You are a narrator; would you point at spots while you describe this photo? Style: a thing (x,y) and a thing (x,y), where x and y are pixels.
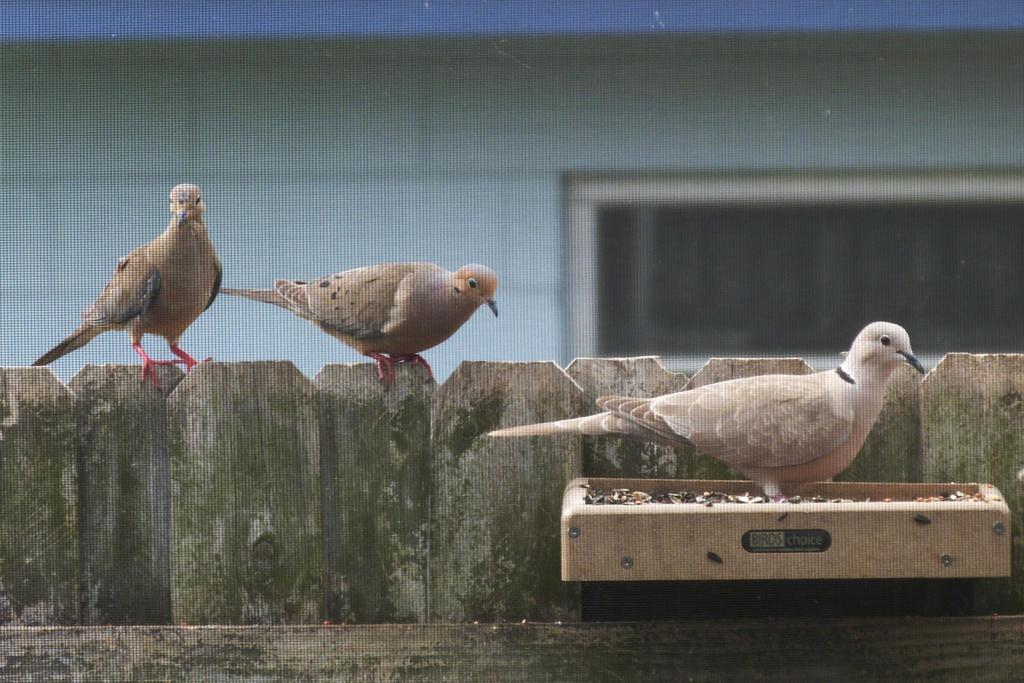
In the image there are three birds (187,318) and two birds (387,318) are standing on the wooden fence (377,384) and one bird (803,468) is standing on a wooden box (776,507), the background of the birds (731,454) is blur.
